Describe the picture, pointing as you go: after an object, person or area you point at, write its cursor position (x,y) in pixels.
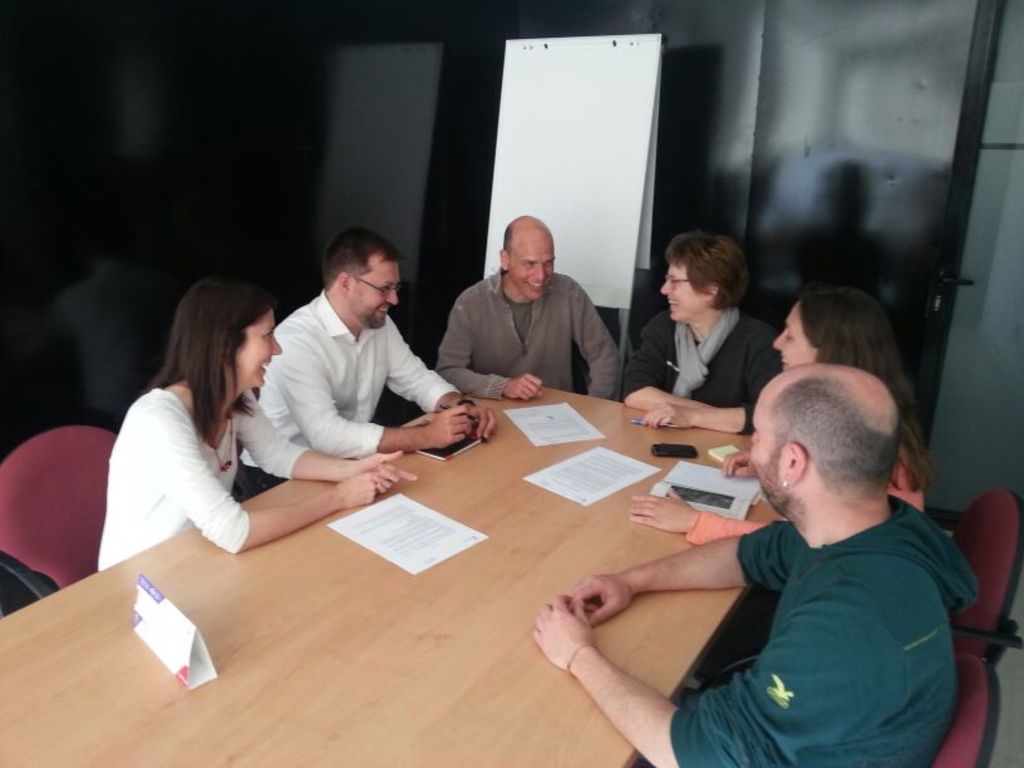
In the image there are group of people (184,416) sitting on chair (967,755) in front of a table (638,627). On table (493,499) we can see a paper (418,531), book (701,484), mobile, pen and a board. In background (568,156) there is a hoarding (559,147) and a door (981,246) which is closed.
